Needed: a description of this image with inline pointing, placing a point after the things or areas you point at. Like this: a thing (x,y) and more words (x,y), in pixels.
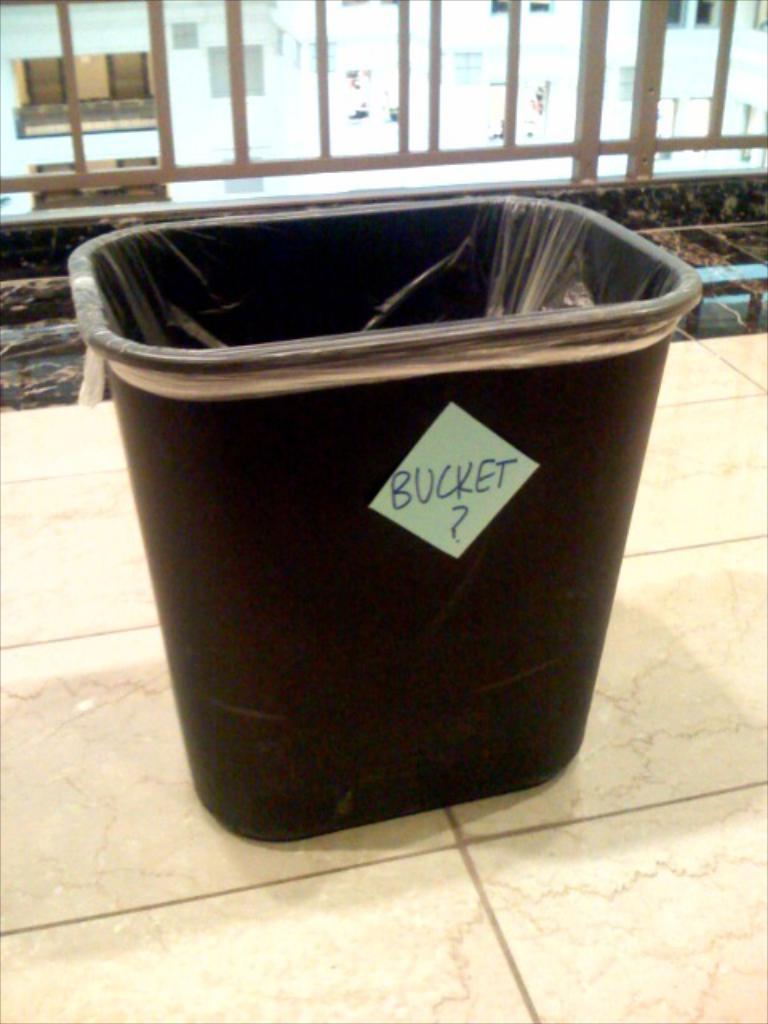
In the foreground of this picture (457,423), there is a black bucket (356,610) on the surface (2,611). In the background (345,103) there is a railing (647,114) and a building (623,122).
